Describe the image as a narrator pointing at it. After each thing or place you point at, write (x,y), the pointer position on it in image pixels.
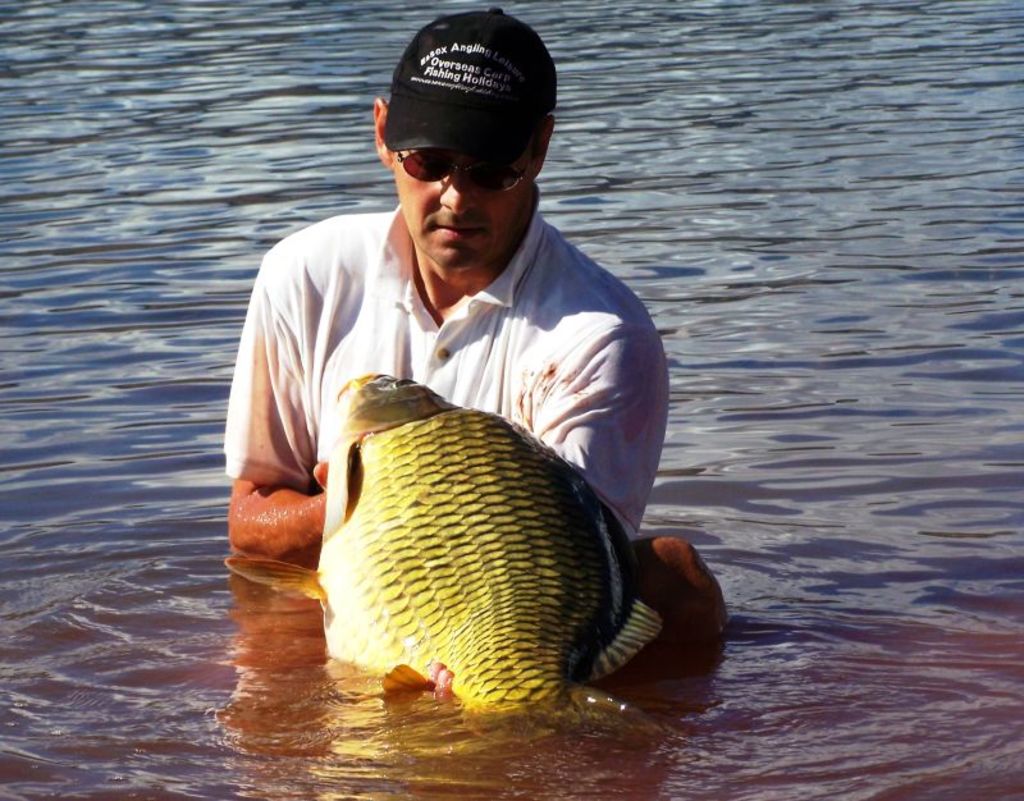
In this image I see a man (507,252) who is wearing white t-shirt (400,287) and black cap (440,132) and I can see that he is wearing shades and I see a fish (475,452) over here which is of yellow in color and I see the water (779,648).
